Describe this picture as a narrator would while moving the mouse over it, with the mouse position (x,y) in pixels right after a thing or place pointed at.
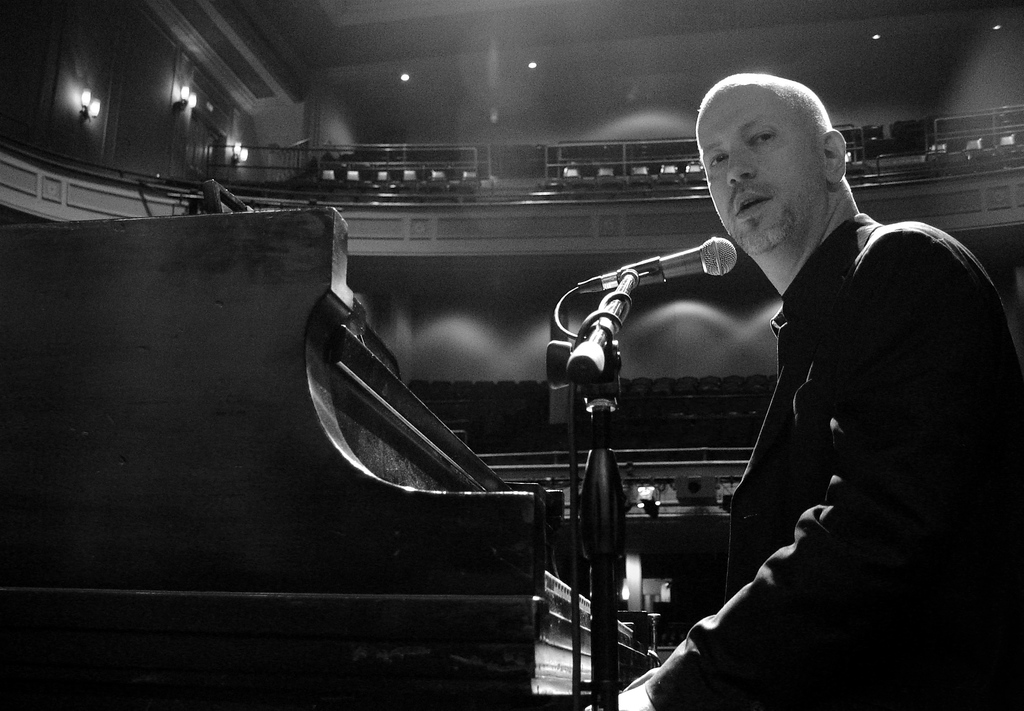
This is a black and white image. In this image we can see a person (818,533) sitting on the chair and musical instruments (344,401), mic (598,468) are placed in front of him. In the background (308,153) we can see building (341,126), electric lights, chairs (467,389) and railings (492,174).
